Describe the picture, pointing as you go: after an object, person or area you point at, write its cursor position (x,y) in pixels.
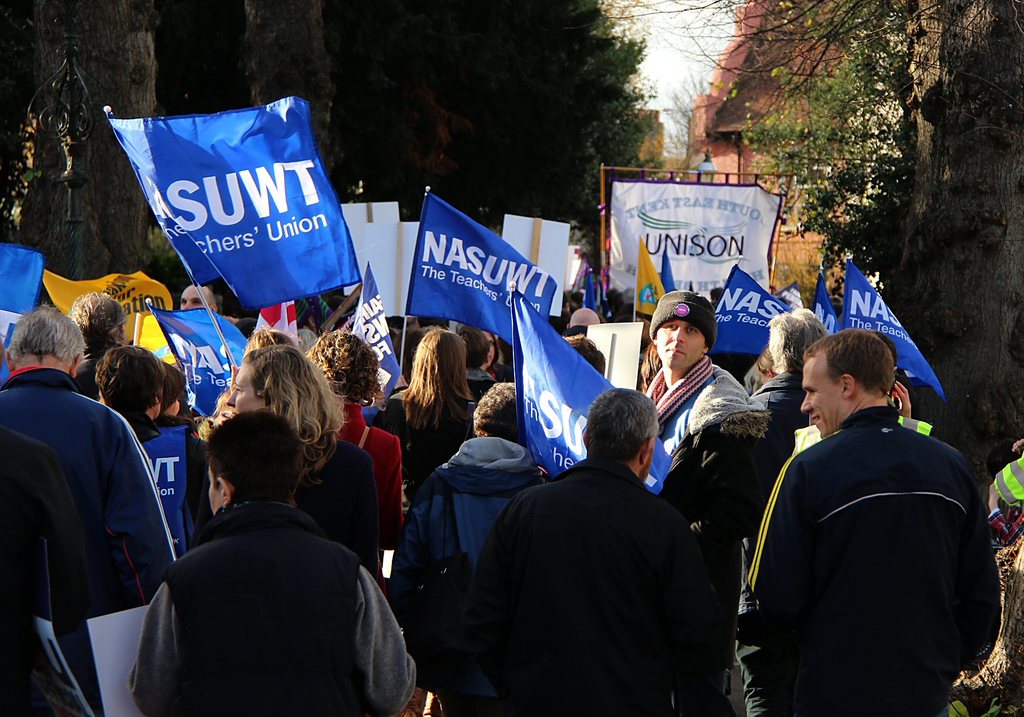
In this picture I can see group of people (628,458) standing and holding placards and flags (289,269), and in the background (742,84) there are trees (815,25) and a building (725,159).
